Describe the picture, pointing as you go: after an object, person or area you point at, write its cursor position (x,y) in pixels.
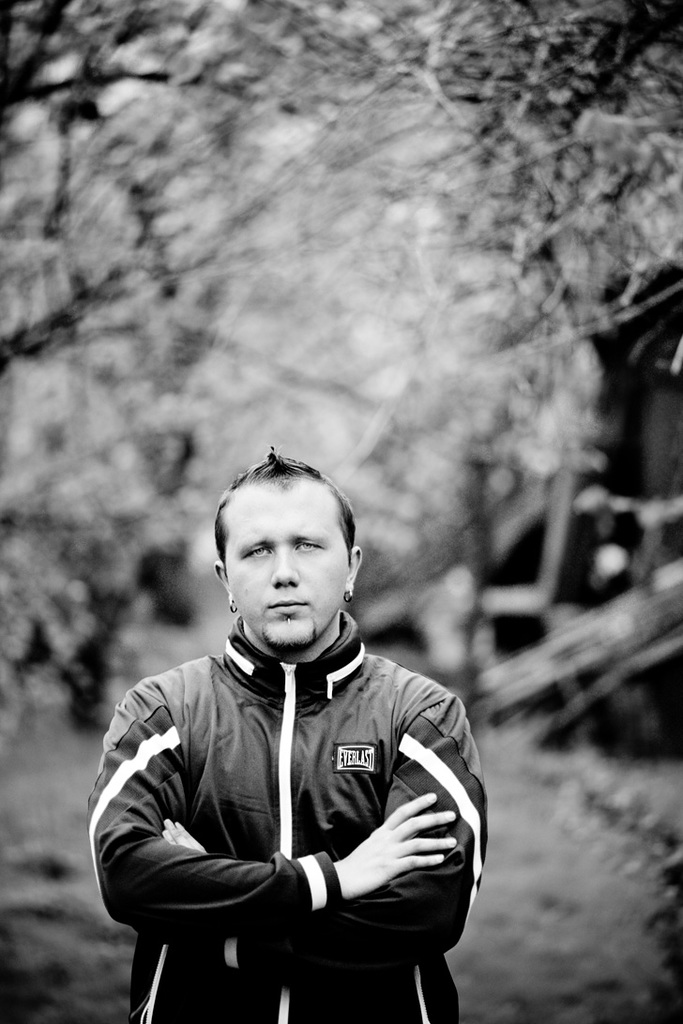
It is a black and white image, there is a person (301,827) standing in the front (221,851) and the background of the person (249,740) is blur.
